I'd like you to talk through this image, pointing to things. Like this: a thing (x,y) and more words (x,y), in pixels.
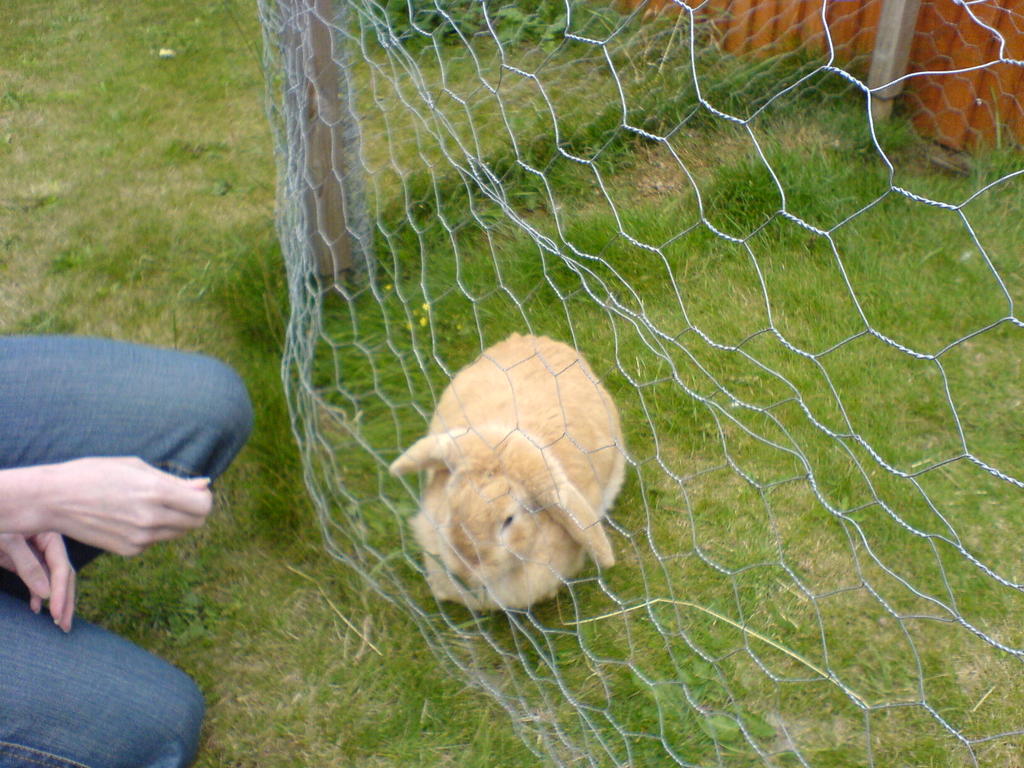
In this image we can see rabbit (527,464). On the ground (207,266) there is grass (284,485). Also there is a mesh fencing (297,242). On the left side (159,451) we can see part of a person (94,632). At the top (979,39) there is another fencing (942,94).
